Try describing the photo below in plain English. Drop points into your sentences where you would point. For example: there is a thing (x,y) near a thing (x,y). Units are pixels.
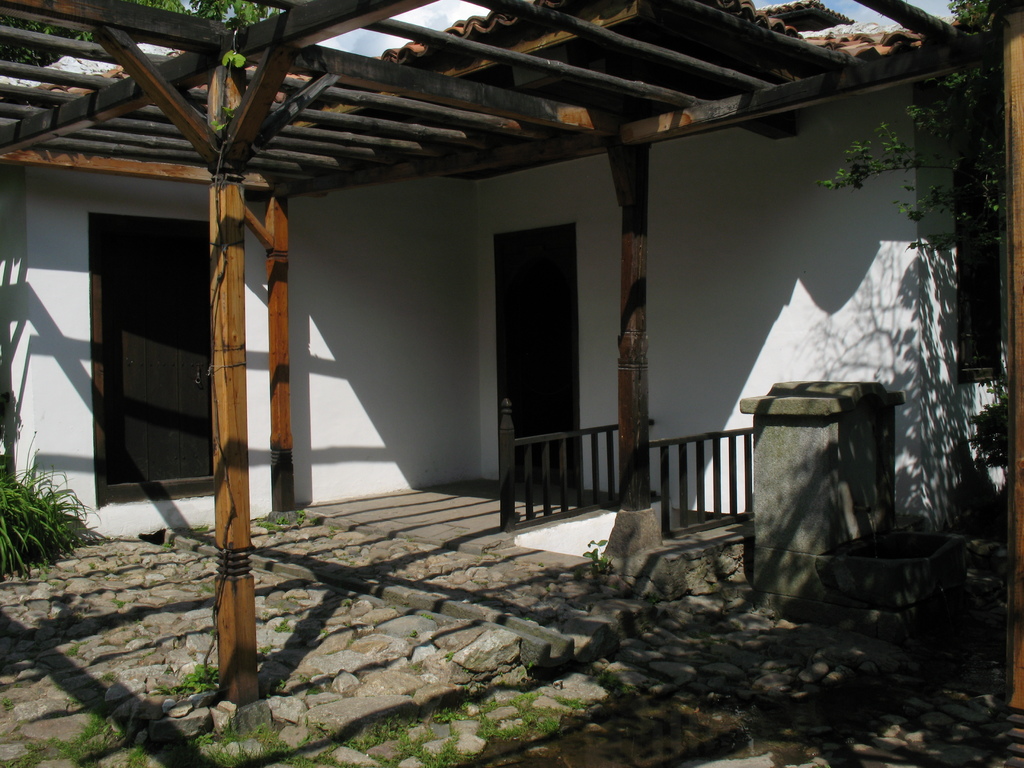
This image is taken outdoors. At the bottom of the image (401,705) there are a few stones (371,695) and there is grass (406,727). At the top of the image (428,13) there is the sky (415,15) with clouds (352,47) and there is a roof (368,114) with a few wooden sticks (594,125). In the background (264,304) there are a few walls (486,325) with doors (528,337) and there is a railing (504,456). On the right side of the image (958,192) there is a window (990,340) and there is a creeper (976,123) and a plant (985,450). On the left side of the image (51,502) there is a plant (39,516).
